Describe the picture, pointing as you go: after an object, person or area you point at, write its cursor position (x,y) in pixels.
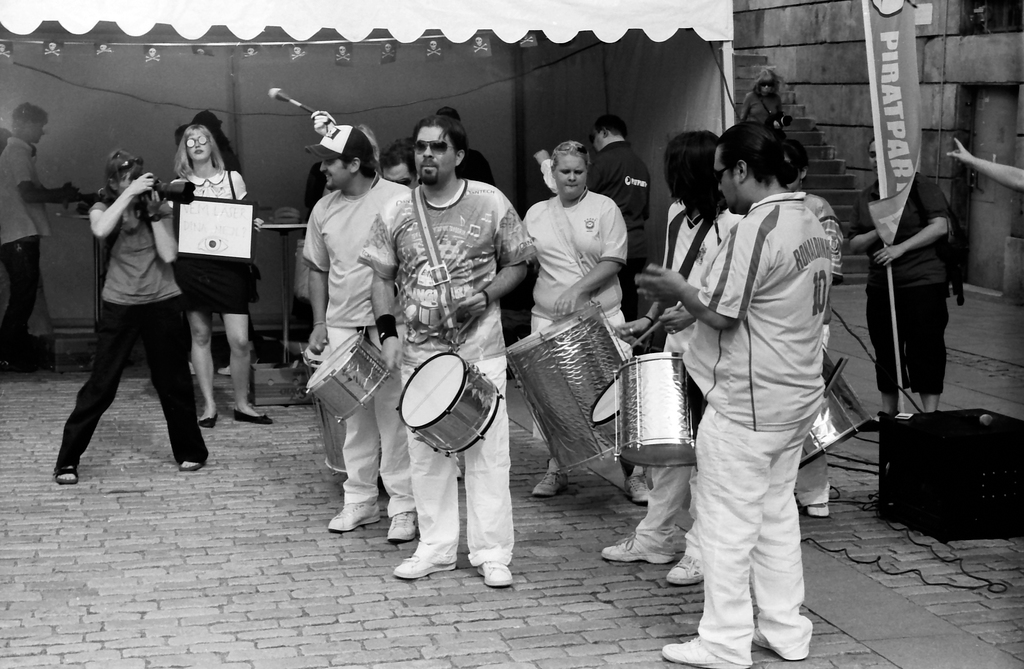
There are many people (747,229) playing drums (511,362). And one person (342,263) wearing a white shirt (338,265) and white pants (345,448) is wearing a cap (331,141). In the front (453,259) a person (463,197) wearing goggles (426,141). And a lady (135,290) wearing a black pants (166,382) and t shirt (139,253) is holding a camera (167,192). Behind her another lady (235,180) is holding a photo frame (212,215). In the background (230,43) there is a tent (244,56). And one person (318,120) is holding mallet (287,95). Also there is steps (830,151) in the background (822,141). And there is a banner (893,139).
